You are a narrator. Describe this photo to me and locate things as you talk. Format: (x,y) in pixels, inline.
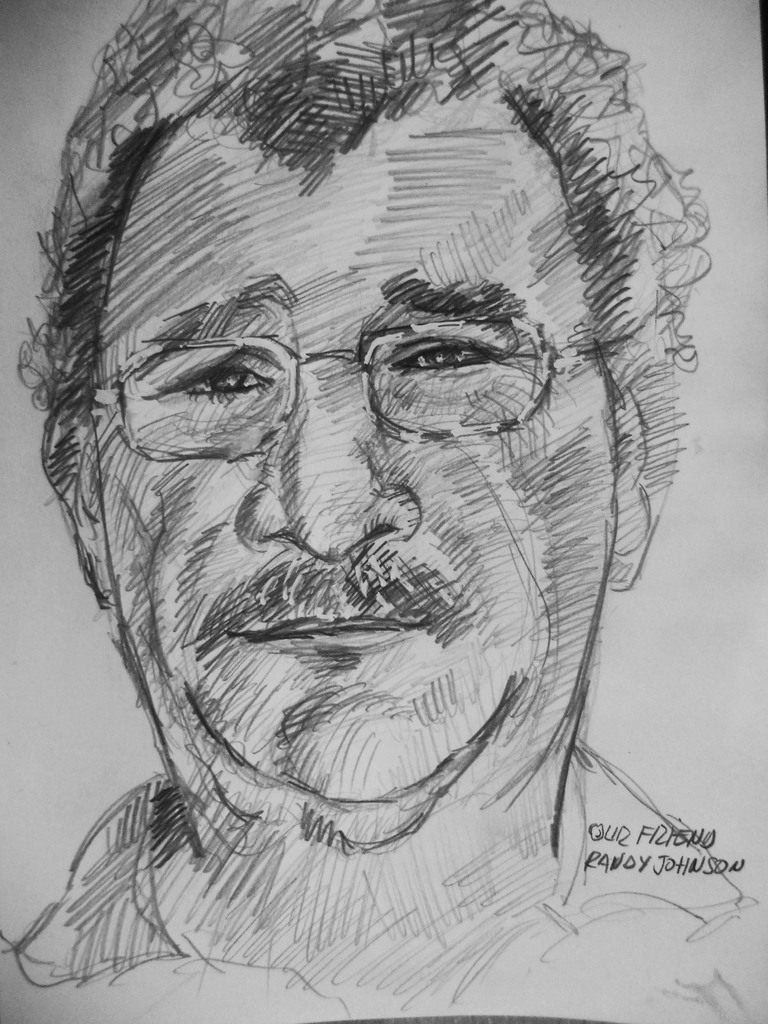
In this picture I can see the drawing (503,299) of a person (472,624) and there are words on the paper (512,493).
